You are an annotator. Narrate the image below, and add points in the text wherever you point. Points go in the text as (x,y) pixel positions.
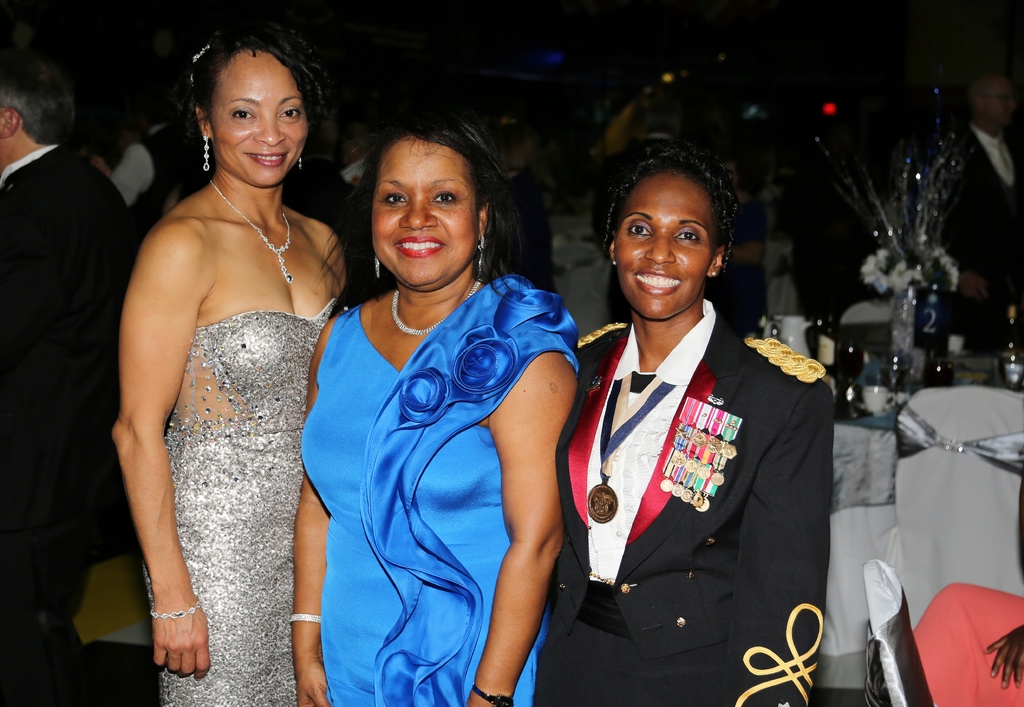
In this image in the foreground (310,504) three ladies (376,347) are standing. They all are smiling. in the background (345,136) there are many people (345,136), tables (921,350), chairs (913,473). On the table (837,363) there are bottles (835,331), cups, bouquet (916,249).
